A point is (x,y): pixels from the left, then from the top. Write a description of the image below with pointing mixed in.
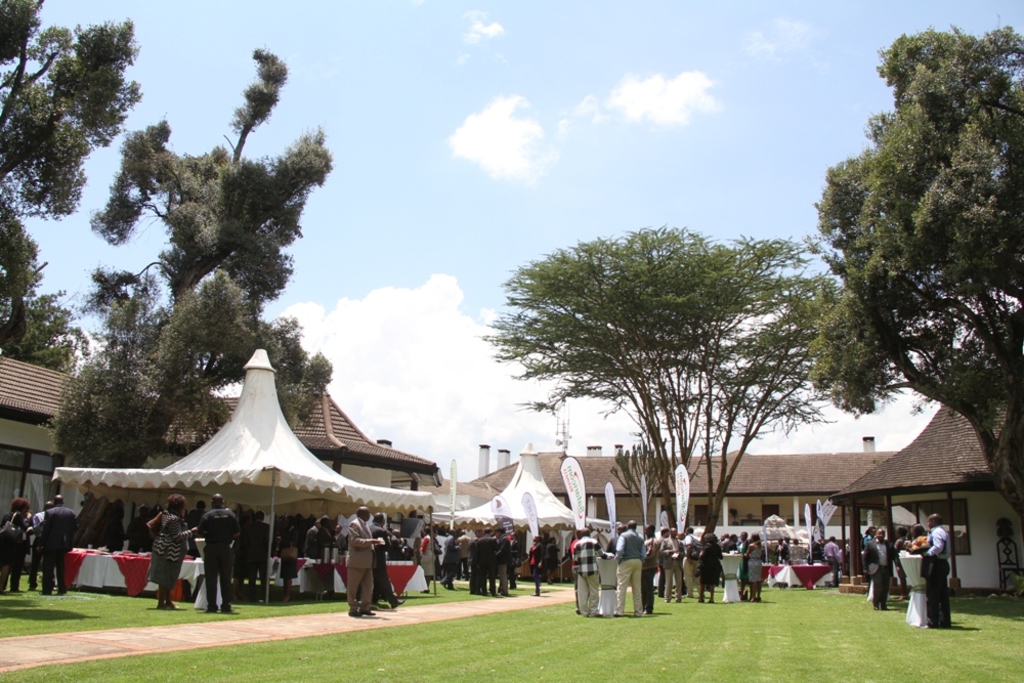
In this picture there are people (35,561) at the bottom side of the image (585,531) and there are trees (939,98) on the right (848,335) and left side of the image (56,115) and there are houses (39,381) in the center of the image (358,430).
